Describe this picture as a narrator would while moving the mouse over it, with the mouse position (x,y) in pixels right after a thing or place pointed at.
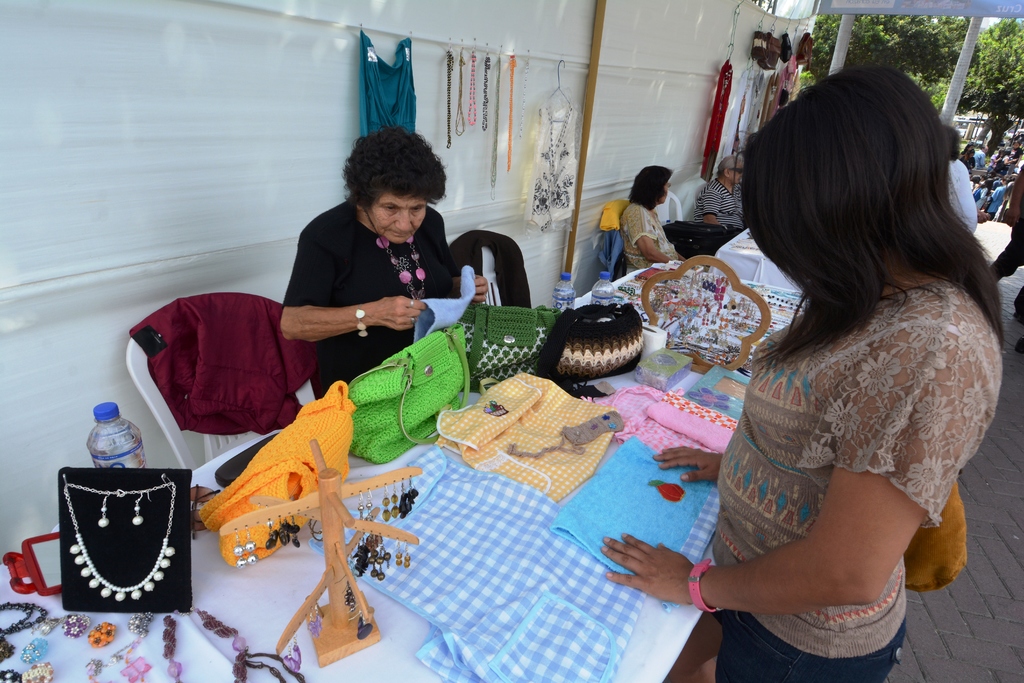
This is bottle (113,447), bag (273,551) clothes (429,478), jewelry (407,498) and other objects (105,543) are present on the table (200,549), a woman (399,319) is standing, these are chairs (621,267), these are trees (950,56), a woman (868,218) is standing wearing bag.
